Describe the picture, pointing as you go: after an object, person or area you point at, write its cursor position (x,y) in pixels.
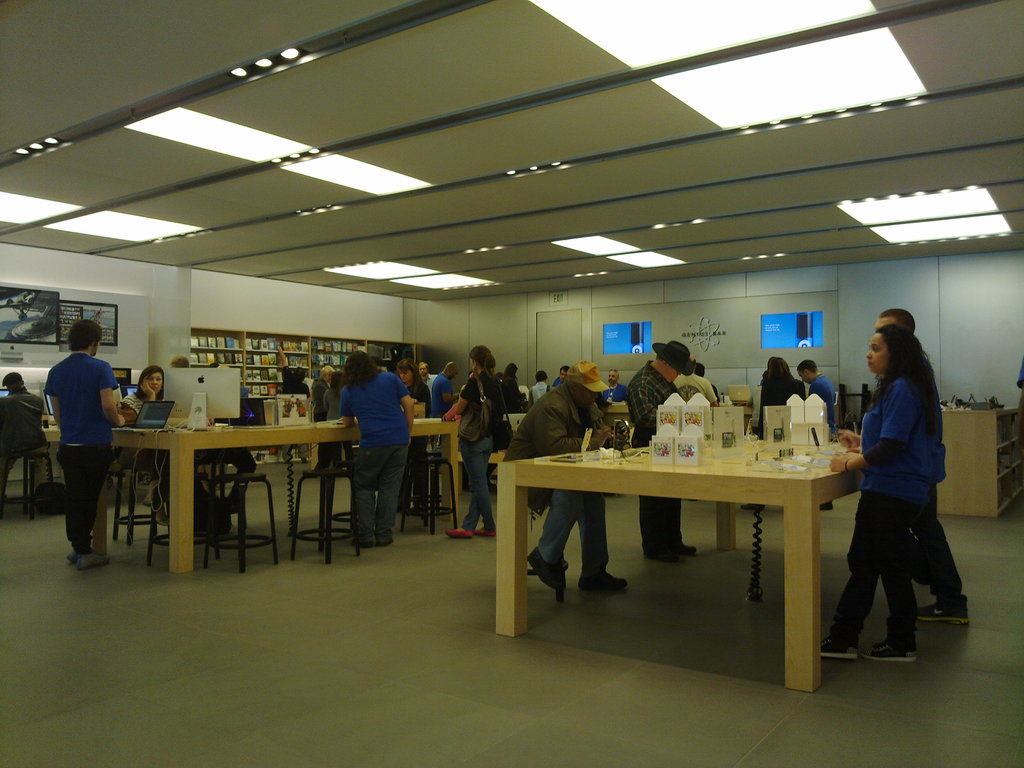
In the image we can see there are people (571,408) who are standing and on the table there are boxes (701,433) and a monitor (200,400), laptop (151,420).
